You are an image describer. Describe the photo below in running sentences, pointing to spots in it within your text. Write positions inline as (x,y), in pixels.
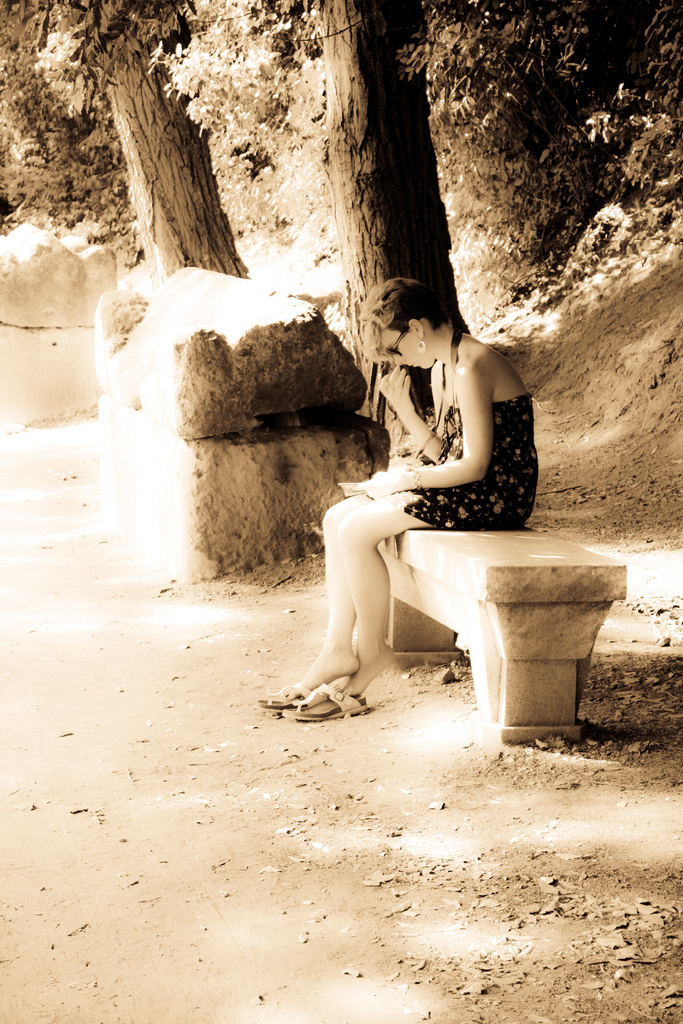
In this image I can see a woman (372,542) is sitting on a bench (480,548). I can also see she is wearing a black shades (400,337) and in the background (304,185) I can see few trees (247,142). I can see this image is little bit brown and white in colour.
